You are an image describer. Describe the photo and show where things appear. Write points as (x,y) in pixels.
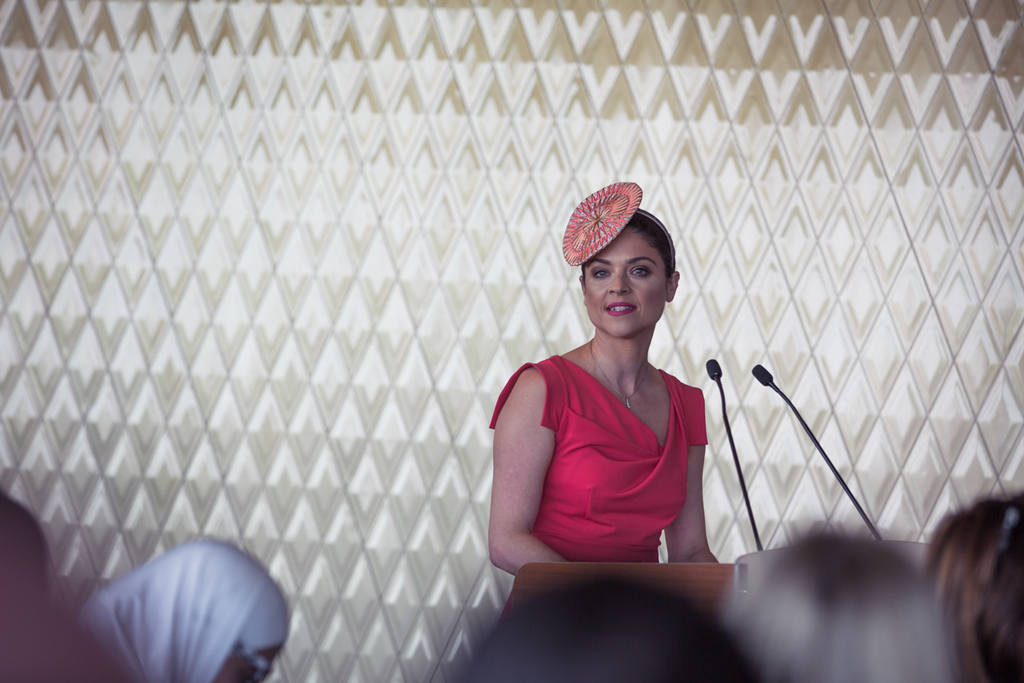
In the image there is a woman (629,425) in red dress (634,475) standing in front of dais (682,592), in the front (276,632) there are many people (868,652), behind there is a wall (548,75).
